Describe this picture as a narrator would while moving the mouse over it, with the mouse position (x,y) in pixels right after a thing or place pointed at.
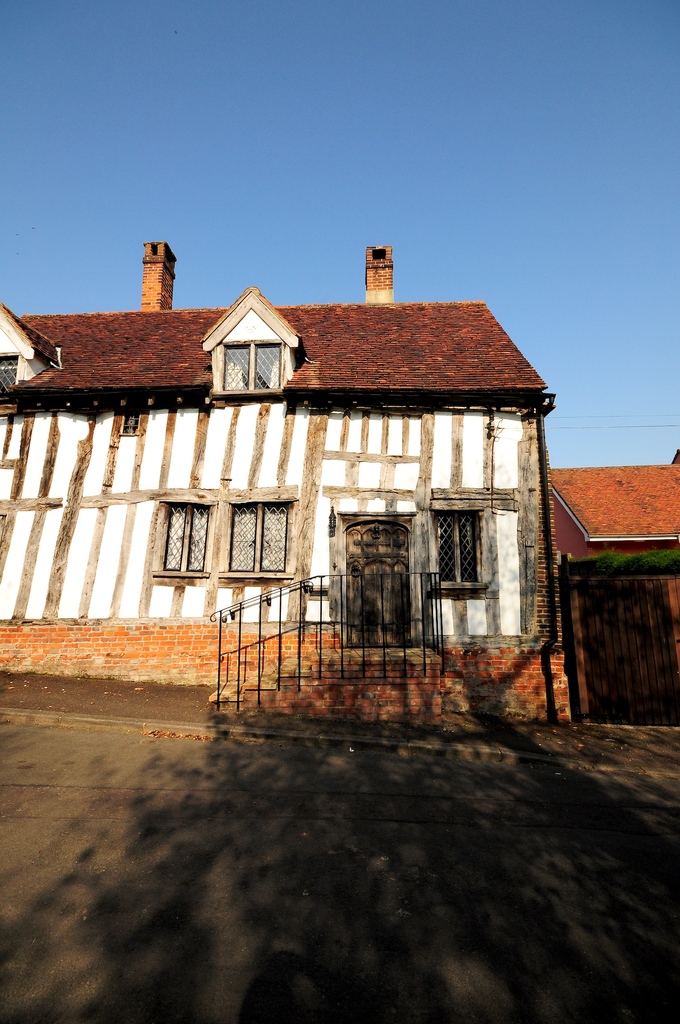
This image consists of a house (308,516) along with the doors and windows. In the front (308,664), we can see the steps (333,666) along with the railing (405,669). At the bottom (396,946), there is a road (362,875). At the top (206,216), we can see the roof (314,340) and sky (325,107).
